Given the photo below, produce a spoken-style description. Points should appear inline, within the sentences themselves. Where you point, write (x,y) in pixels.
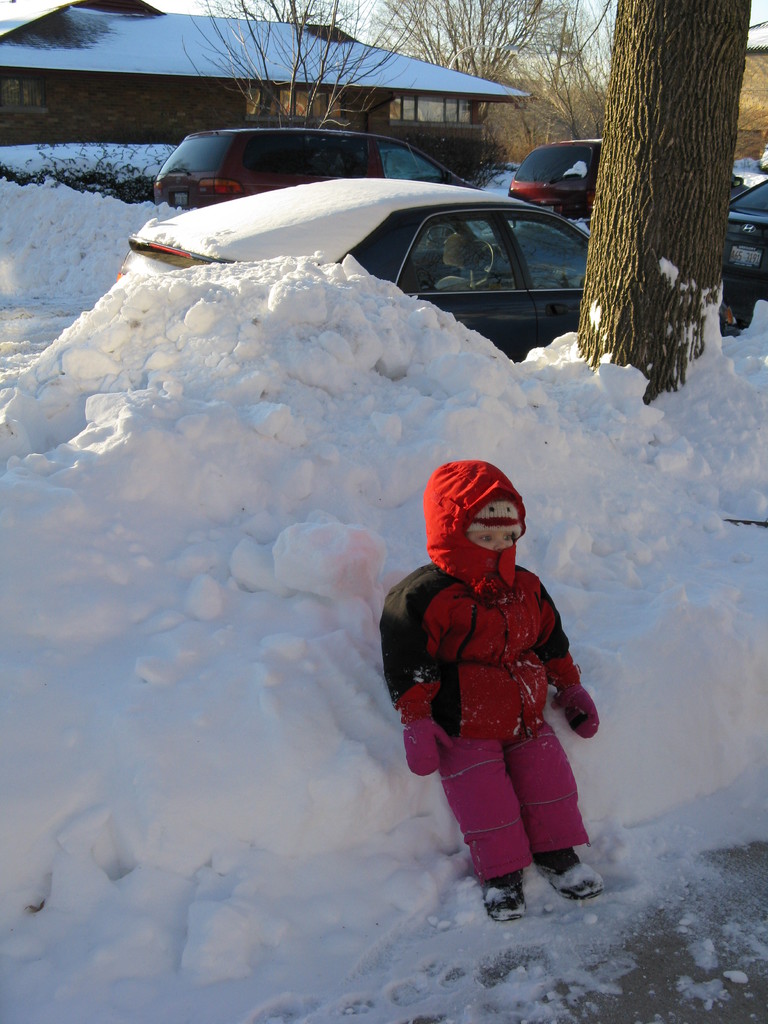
In this image we can see a child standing beside the heap of snow (427,855). On the backside (696,146) we can see the bark of a tree (675,221), a group of cars (443,182), a house (195,125) with roof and windows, a group of trees (509,135) and the sky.
